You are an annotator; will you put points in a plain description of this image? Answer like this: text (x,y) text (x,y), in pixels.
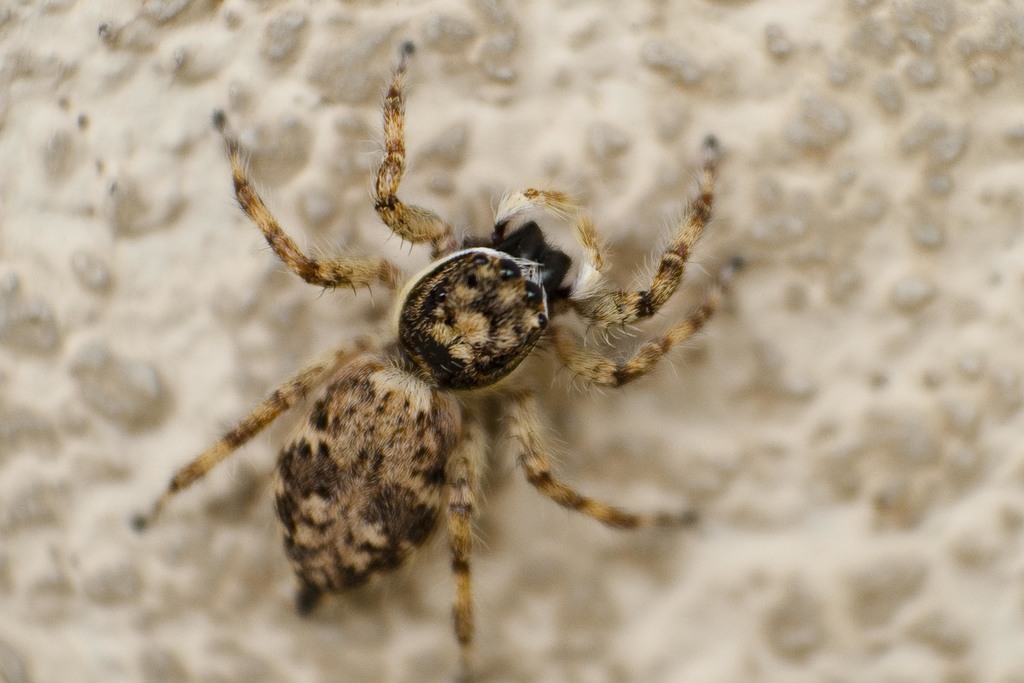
In this image I can see a spider (549,252).
